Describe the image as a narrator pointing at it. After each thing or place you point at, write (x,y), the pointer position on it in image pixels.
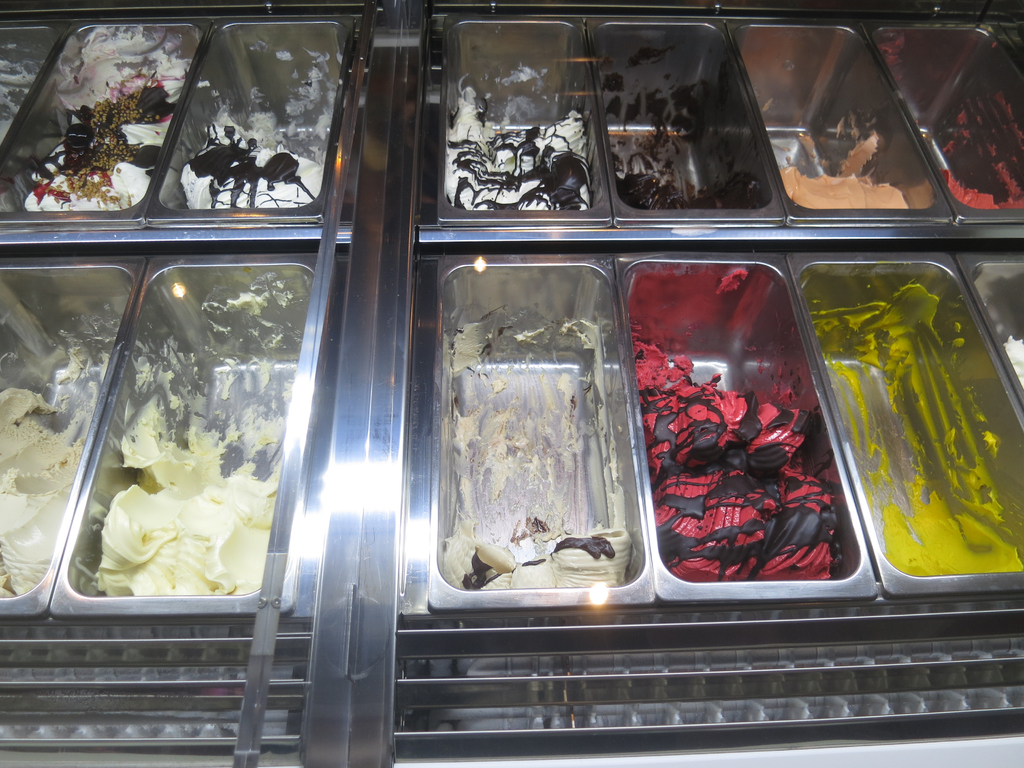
in this picture, it seems to be there are types of creams (726,411) in the containers (505,354).
